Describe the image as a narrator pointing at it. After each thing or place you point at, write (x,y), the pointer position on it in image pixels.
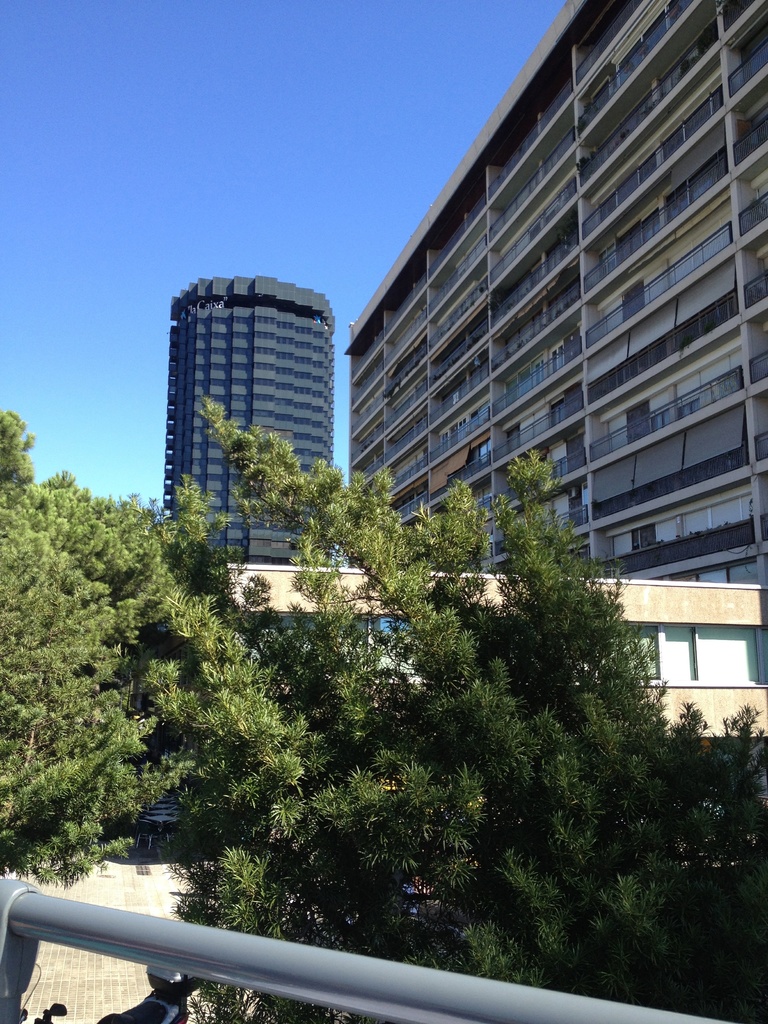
In this image we can see trees (419,712). At the bottom (408,989) there is a rod (308,968). In the background (447,465) there are buildings (564,405). Also there is sky (64,243).
